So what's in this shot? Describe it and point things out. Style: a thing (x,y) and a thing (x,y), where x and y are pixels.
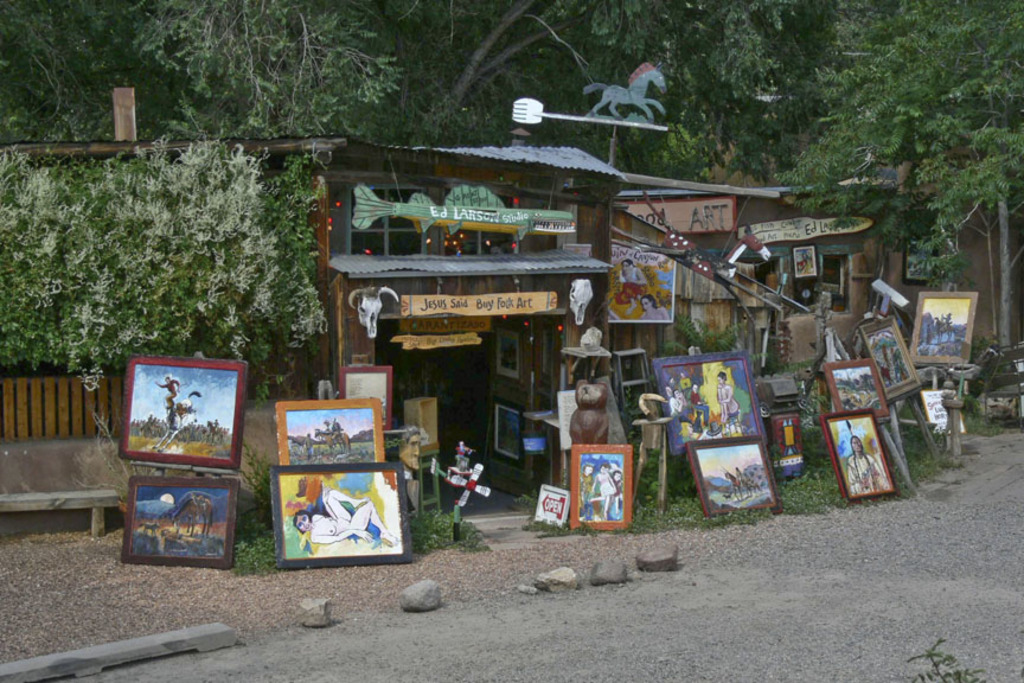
In this image I see the stones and I see number of photo frames (836,396) over here and I see something is written over here and I see the path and I see few stones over here and I see the bench (26,504) over here. In the background (18,330) I see the trees (842,38).
